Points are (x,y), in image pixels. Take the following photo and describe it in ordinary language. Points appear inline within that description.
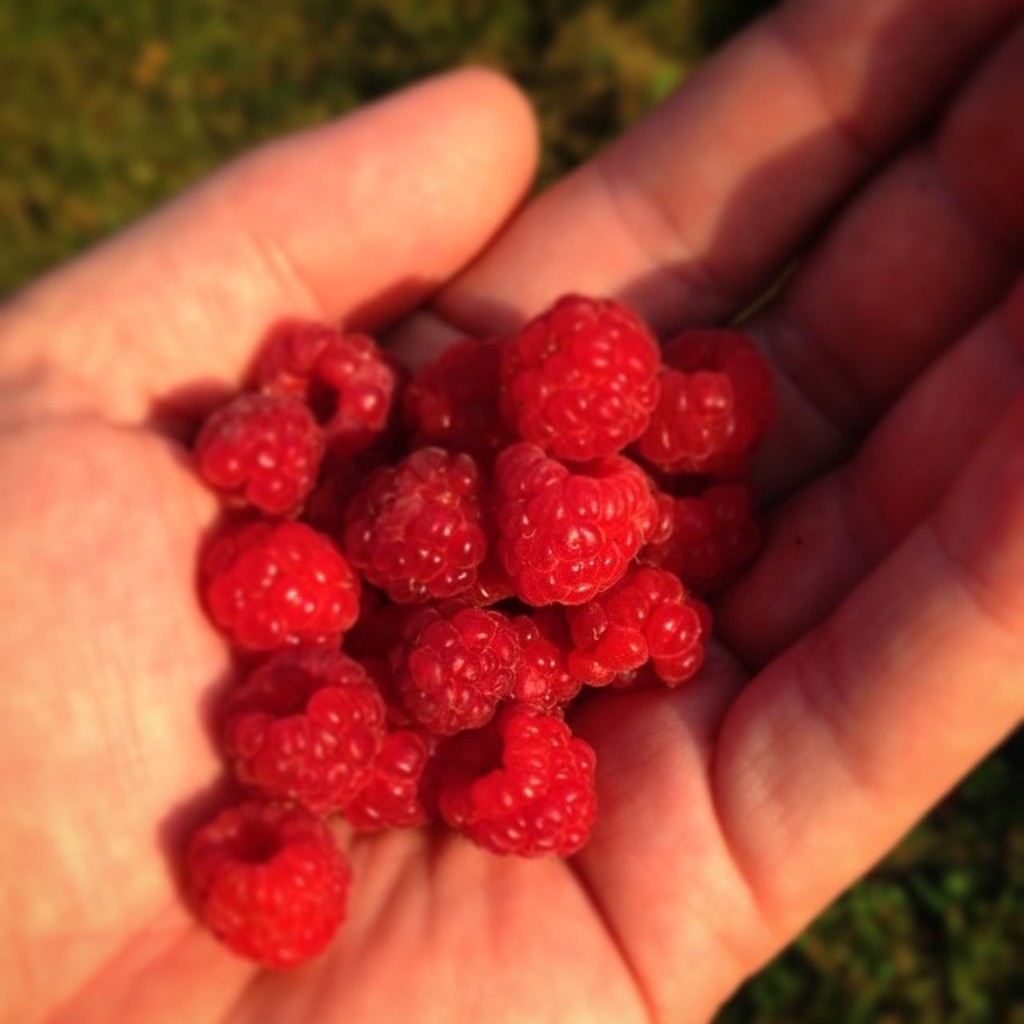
In this image I can see a person's hand (124,613), holding some raspberries (370,488).
